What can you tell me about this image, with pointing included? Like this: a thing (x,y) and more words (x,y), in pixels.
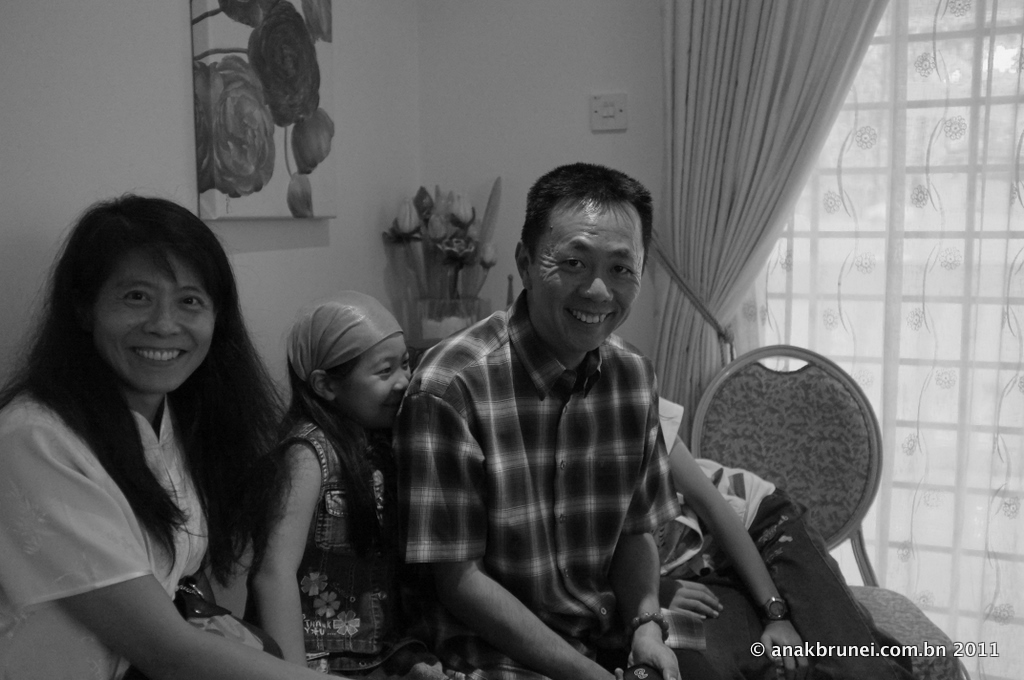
This is a black and white image. On the left (146,266) there is a woman (94,307) smiling and sitting on the chair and there is a girl (358,413) and a man (535,384) smiling and sitting on the chairs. On the right (722,501) there is a kid (795,508) sitting on the chair (899,596). In the background (855,117) we can see the curtains (836,99), wall (647,107), wall socket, flower vase (447,318), picture frame (194,65) hanging on the wall (67,225) and at the bottom right corner (997,656) there is a text (912,652) on the image.
